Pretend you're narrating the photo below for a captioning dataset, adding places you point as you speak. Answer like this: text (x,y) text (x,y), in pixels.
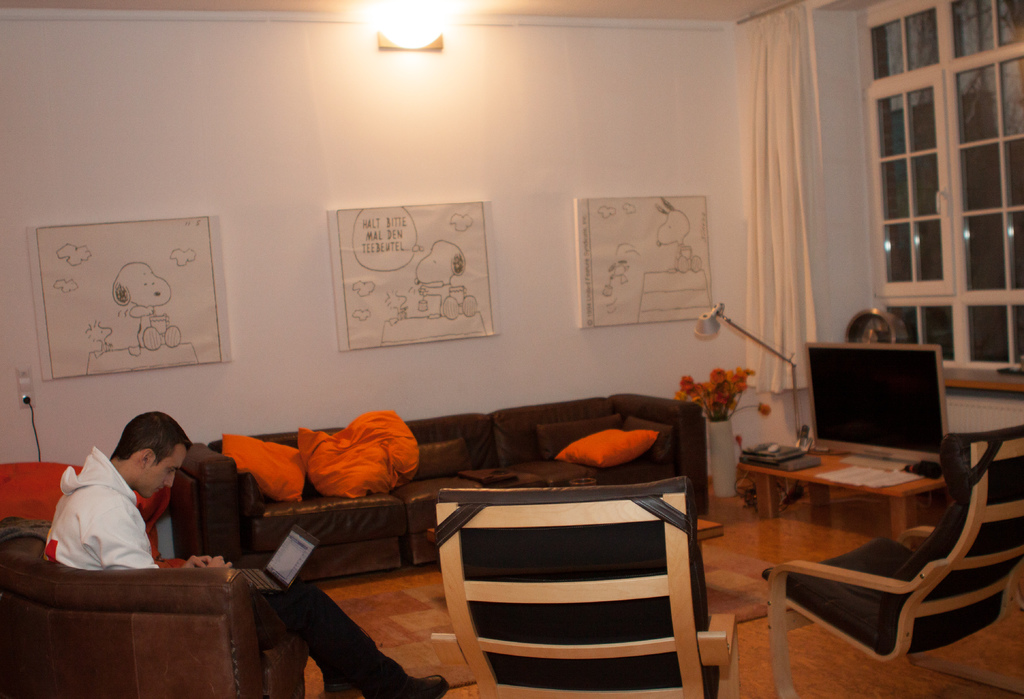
This picture is taken in a room (430,590). The room (414,588) is filled with sofas (207,632) and chairs (821,591). Towards the left corner (321,617) there is a man (210,561) sitting on the sofa (237,648), he is wearing a white jacket (129,529) and working on laptop (272,585). In the center (662,409) there is a sofa (649,398), on the sofa (323,505) there are three pillows (391,481). Towards the right corner (883,439) there is a table (826,456), on the table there is a television (864,443). In the background (230,97) there is a wall (411,96) and some charts (443,234) stick to it. In the top right (872,106) there is a window (1012,131) and a curtain (798,148).
